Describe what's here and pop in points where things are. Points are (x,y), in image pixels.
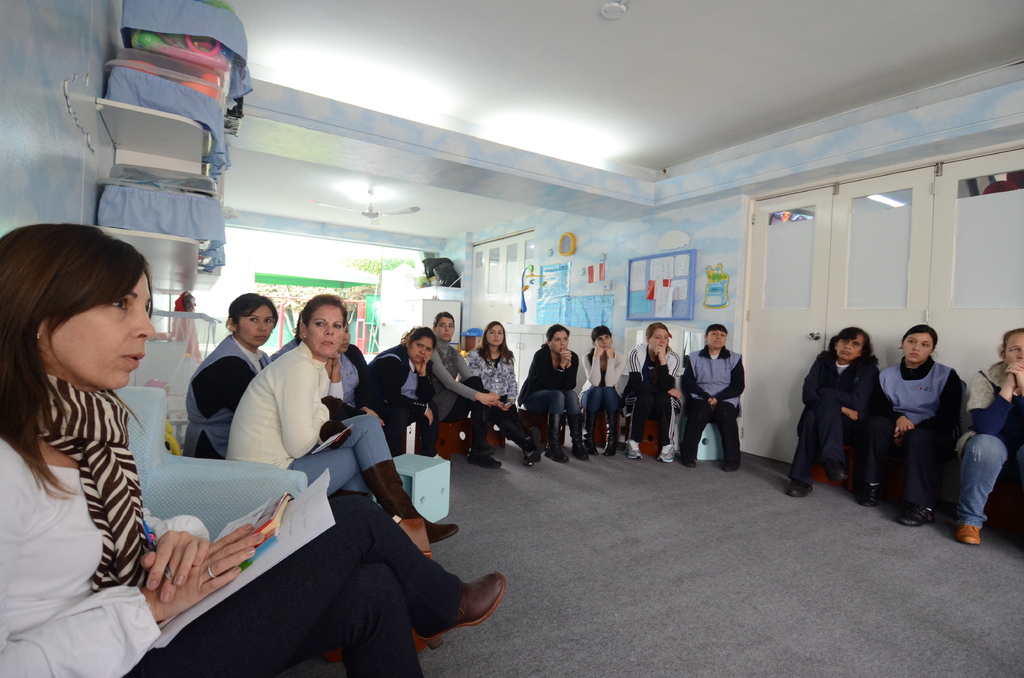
This picture describes about group of people (485,450), they are all seated, on the left side of the image (193,135) we can find boxes (163,102) on the shelves (127,138), in the background (566,284) we can find few posters (630,307) on the wall (641,249).
